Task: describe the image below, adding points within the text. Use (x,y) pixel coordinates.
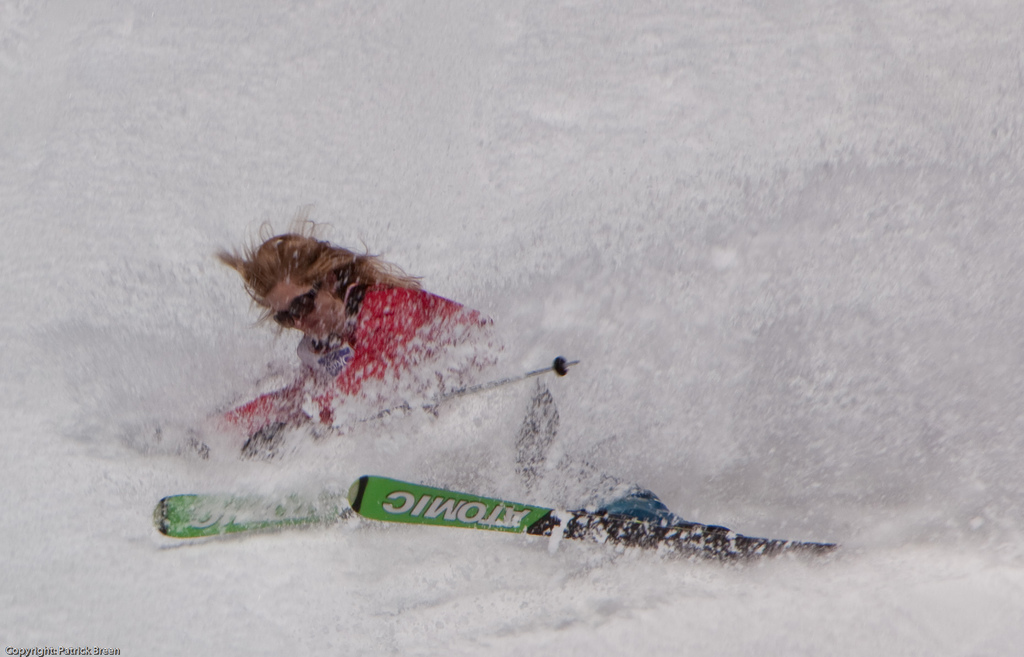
In the center of the image (419,381) we can see a person (422,370) skiing on the snow (414,590).
